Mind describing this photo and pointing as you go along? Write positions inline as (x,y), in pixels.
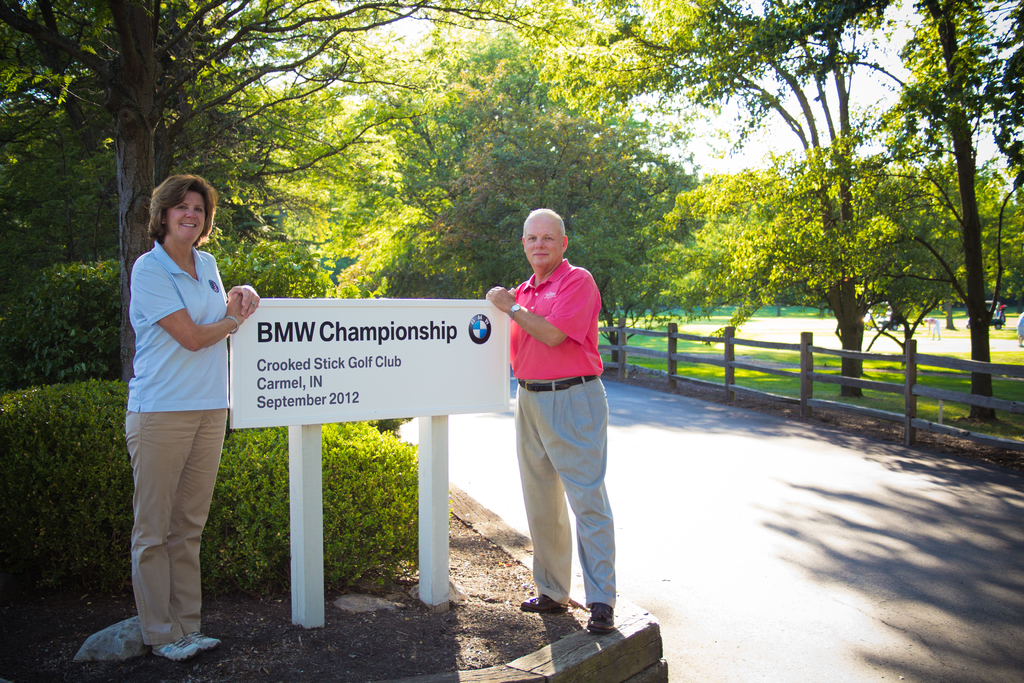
In this image, we can see a road (714,470) in between trees (320,138). There is a fencing (907,372) on the right side of the image (974,395). There are some plants (85,391) on the left side of the image (52,327). There is a board (269,379) in between two persons (149,341).
